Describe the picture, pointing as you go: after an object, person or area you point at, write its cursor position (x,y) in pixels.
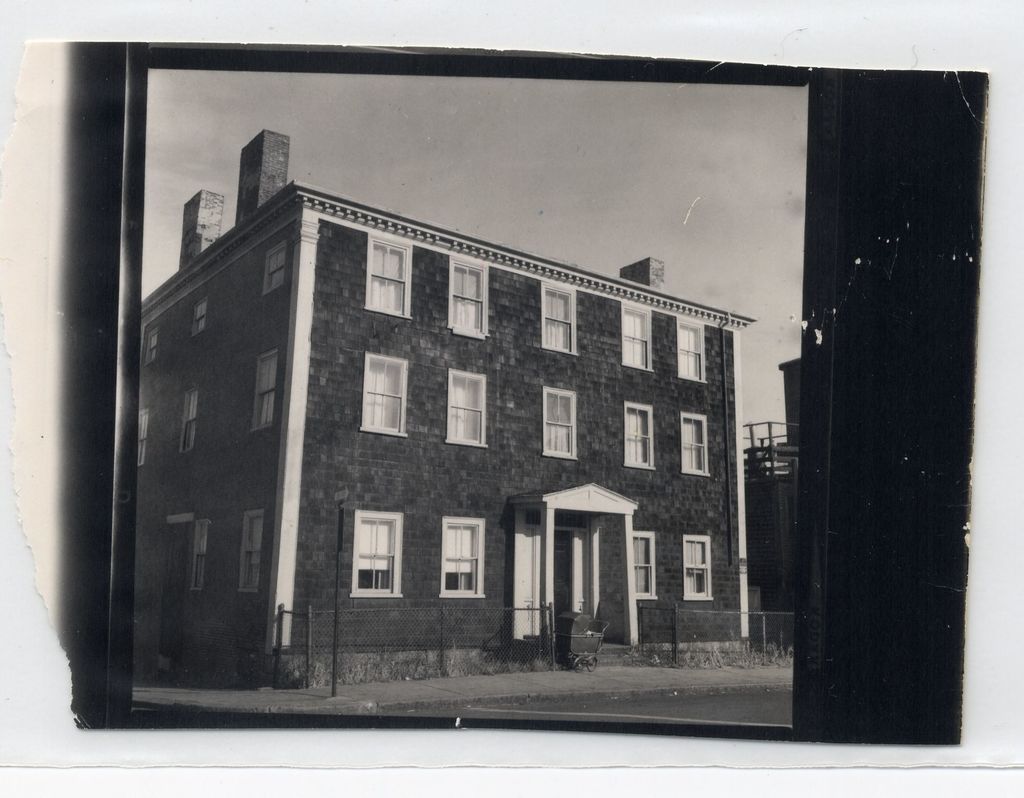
In this image I can see a photograph of a building (569,319) which has many windows (574,330). This is a black and white image.
